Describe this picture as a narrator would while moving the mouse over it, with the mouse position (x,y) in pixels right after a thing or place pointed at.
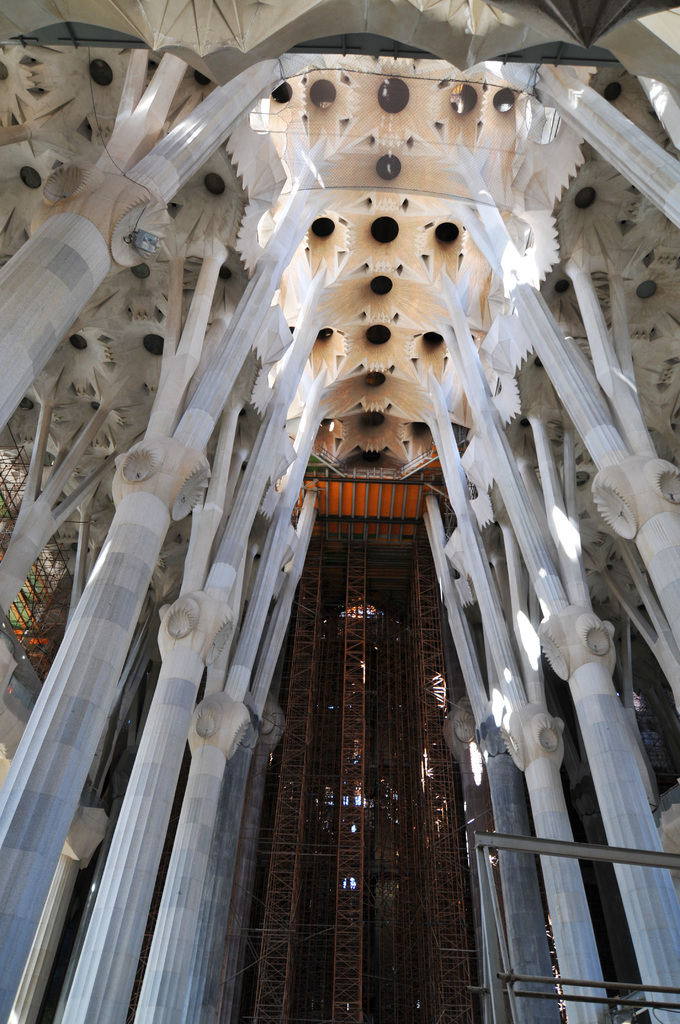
There are few objects (210,598) which are white in color and there are rods (361,771) in the background (354,818).
